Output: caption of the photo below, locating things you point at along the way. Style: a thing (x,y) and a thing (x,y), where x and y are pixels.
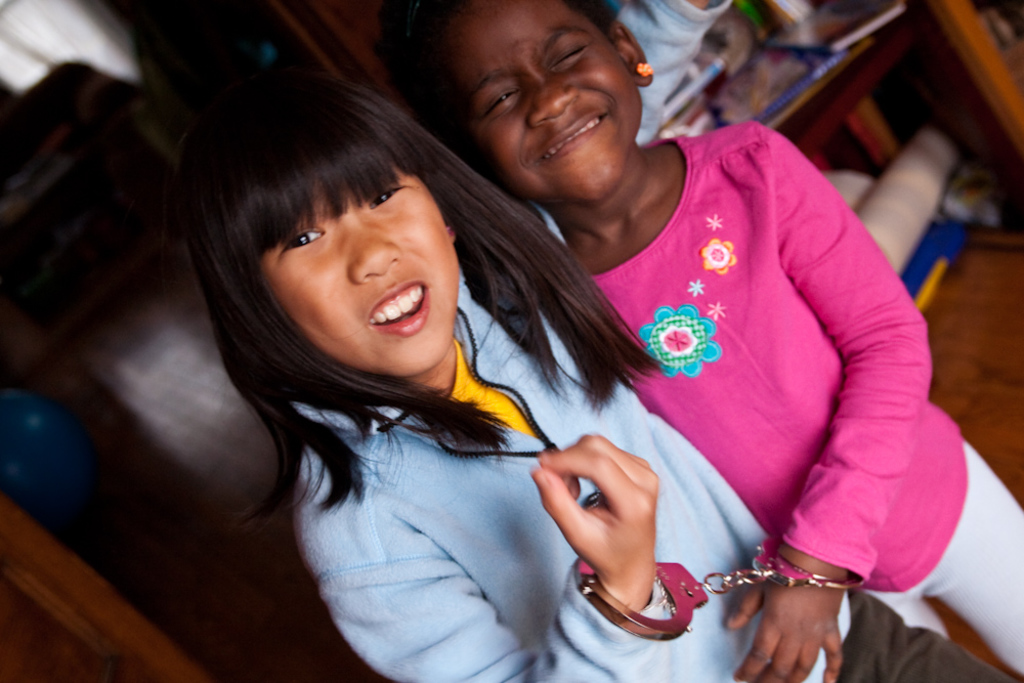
Here I can see two girls (384,266) standing, smiling and looking at the picture. To their hands (642,547), I can see the handcuffs (690,592). In the background (753,79) there is a table (967,28) on which few books (777,92) and some other objects (742,43) are placed. Under the table (824,85) there are some objects (948,224). On the left side (96,594) there is a wooden object (112,596).
